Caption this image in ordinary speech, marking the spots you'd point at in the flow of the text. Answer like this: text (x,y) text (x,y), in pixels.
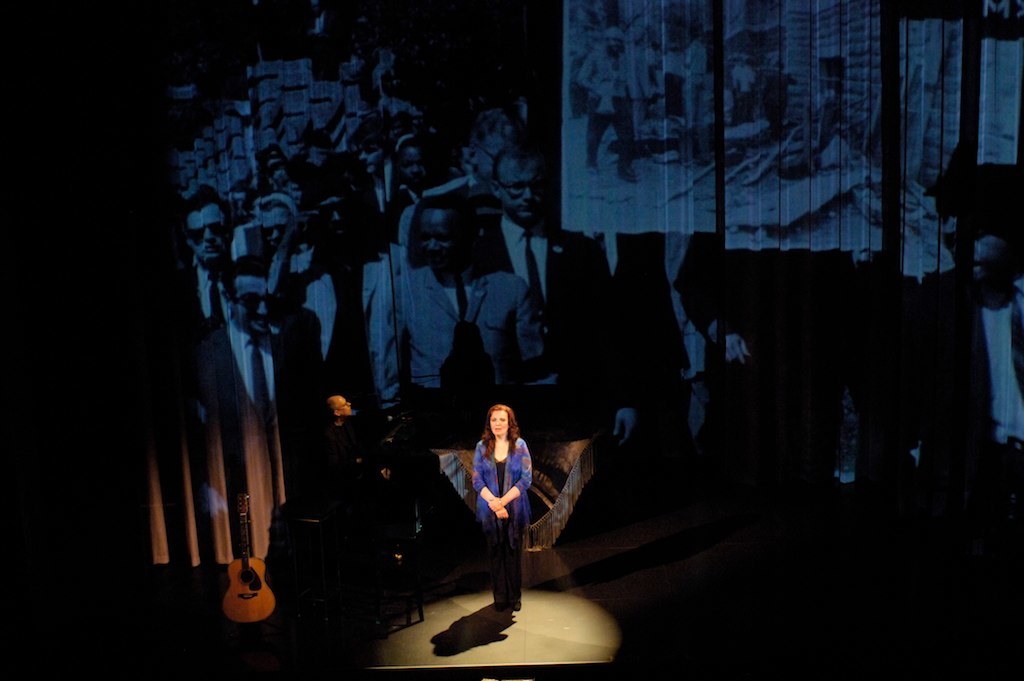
In this picture I can see a woman (512,607) is standing, side we can see a man (362,494) sitting, behind we can see a board (402,179) on which we can see so many people images (415,204).
